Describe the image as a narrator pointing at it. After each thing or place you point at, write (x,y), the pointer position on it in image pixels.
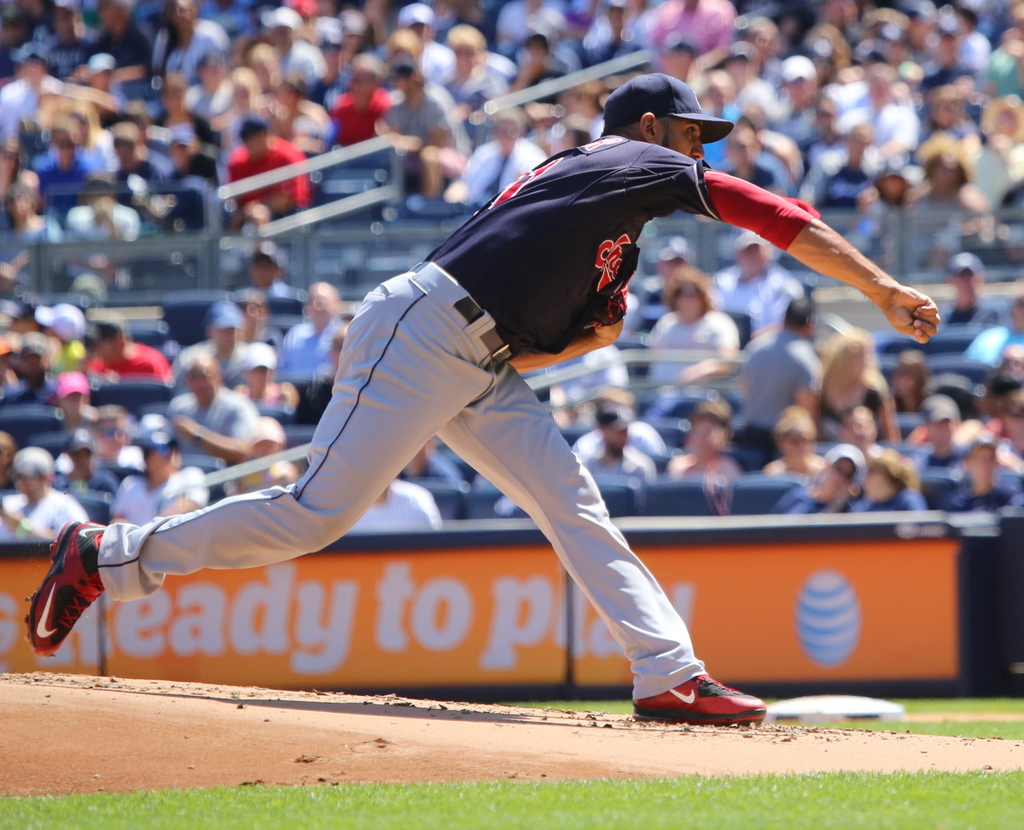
In the center of the image (472,312), we can see a sports person (534,364) wearing a cap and in the background (785,105), there is a crowd (706,73) and we can see some railings (247,235) and there is a board (830,589). At the bottom (320,752), there is ground (342,741).
